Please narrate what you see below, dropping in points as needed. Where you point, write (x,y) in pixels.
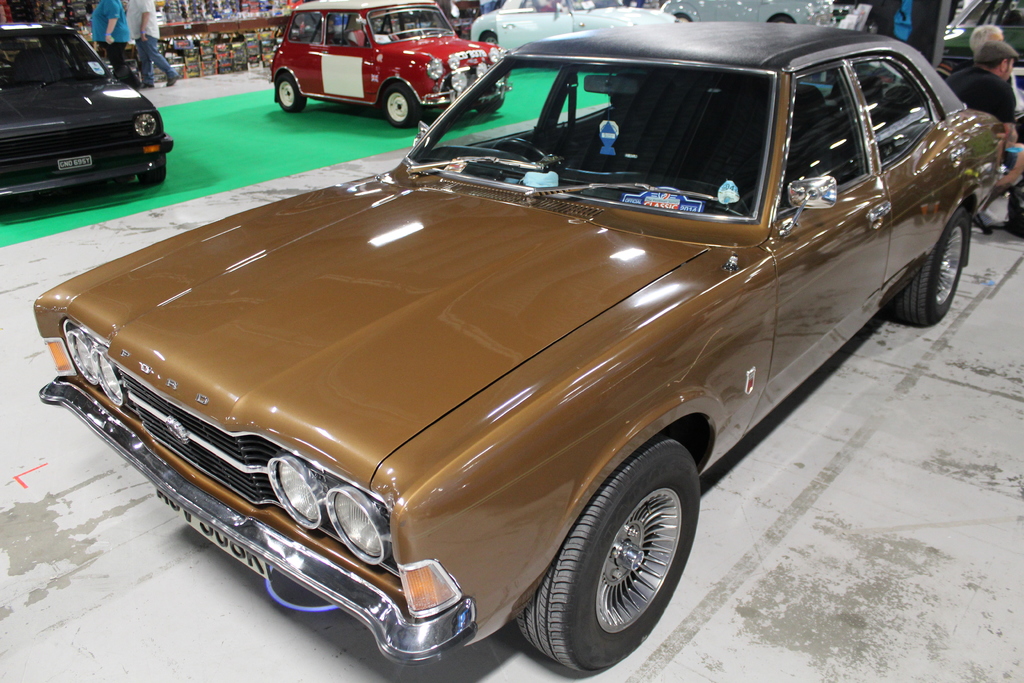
In this image there is a floor (873,562) towards the bottom of the image (855,585), there is a carpet (222,151) on the floor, there are cars (344,76), there are objects (240,39) towards the top of the image (220,52), there are two men (980,86) sitting towards the right of the image (991,74), there are two men (141,41) walking towards the top of the image (139,21).
